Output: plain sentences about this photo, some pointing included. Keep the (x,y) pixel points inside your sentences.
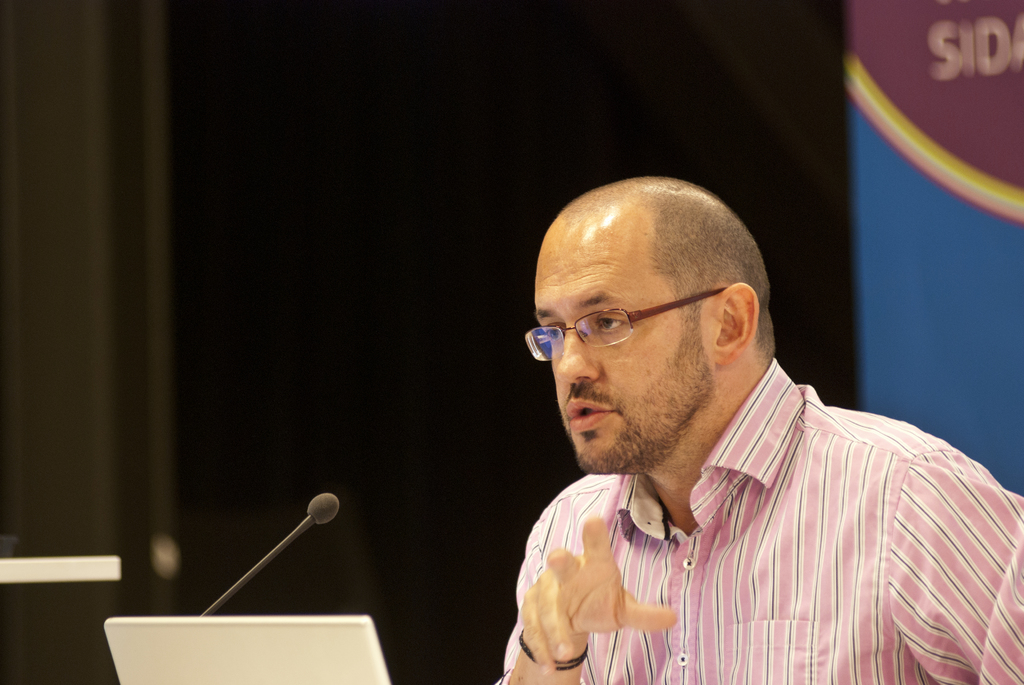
In this image I can see a person (707,428) wearing white and pink color shirt (698,535), in front (366,644) I can see a laptop (358,661) and a microphone (331,514) and I can see dark background (256,386).
